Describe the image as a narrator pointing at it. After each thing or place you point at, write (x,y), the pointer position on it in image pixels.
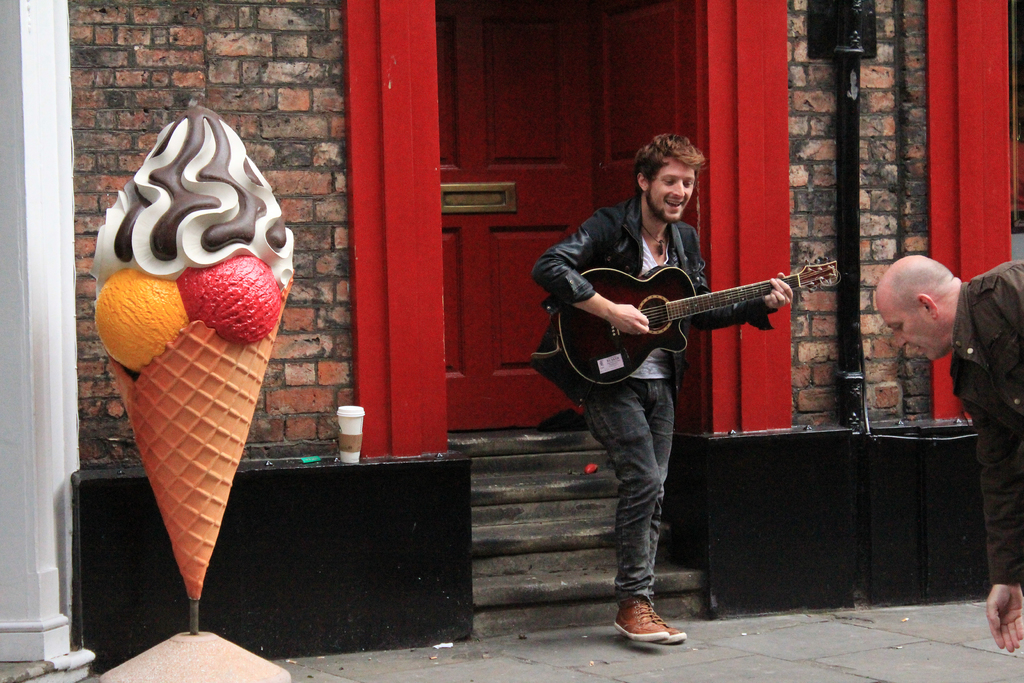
In this image there is a man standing and smiling and playing a guitar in a street (737,621), and the background there is another person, door (438,171), building (340,593), ice cream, pole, glass (352,454).
